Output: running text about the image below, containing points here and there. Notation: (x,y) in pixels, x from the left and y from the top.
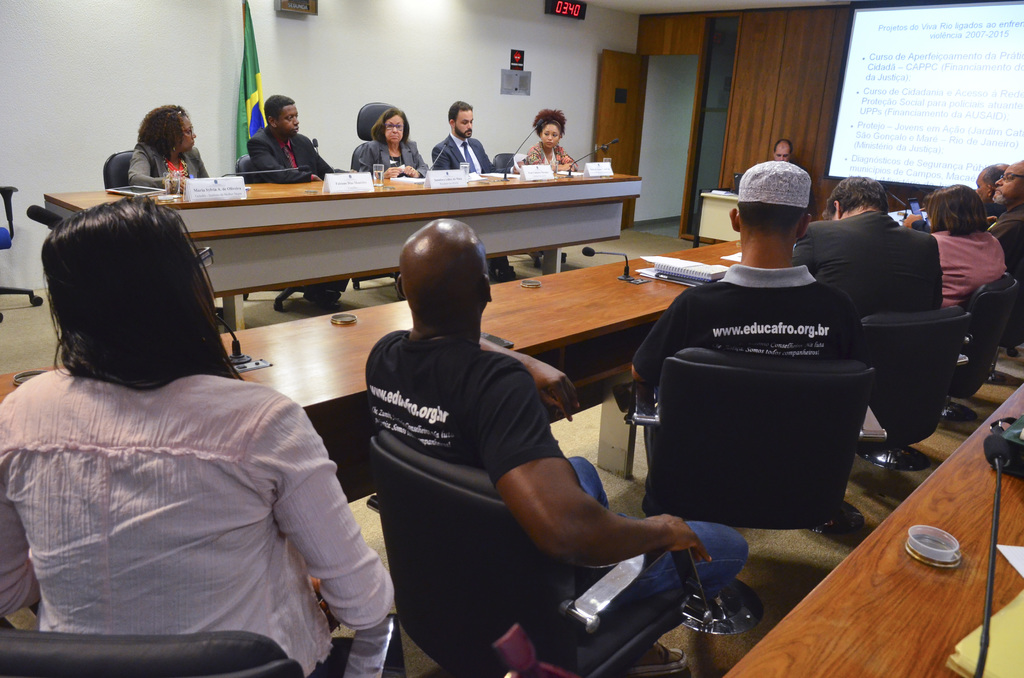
In this image I see number of people (10,543) sitting on the chairs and there are tables (611,189) in front of them and there are few things (990,554) on it. In the background (522,138) I see the flag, wall (25,36), door (611,82) and the screen (876,153) over here.
